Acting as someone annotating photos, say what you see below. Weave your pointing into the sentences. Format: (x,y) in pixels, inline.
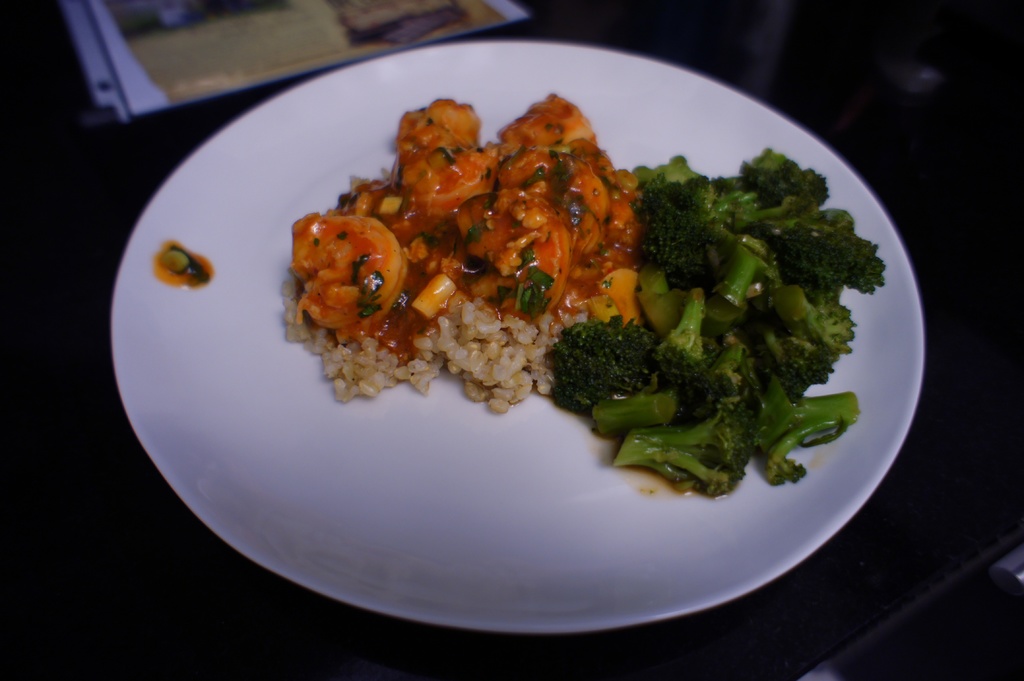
In this image there are broccoli pieces (800,315) and food items (459,284) in a white color plate (363,502).
